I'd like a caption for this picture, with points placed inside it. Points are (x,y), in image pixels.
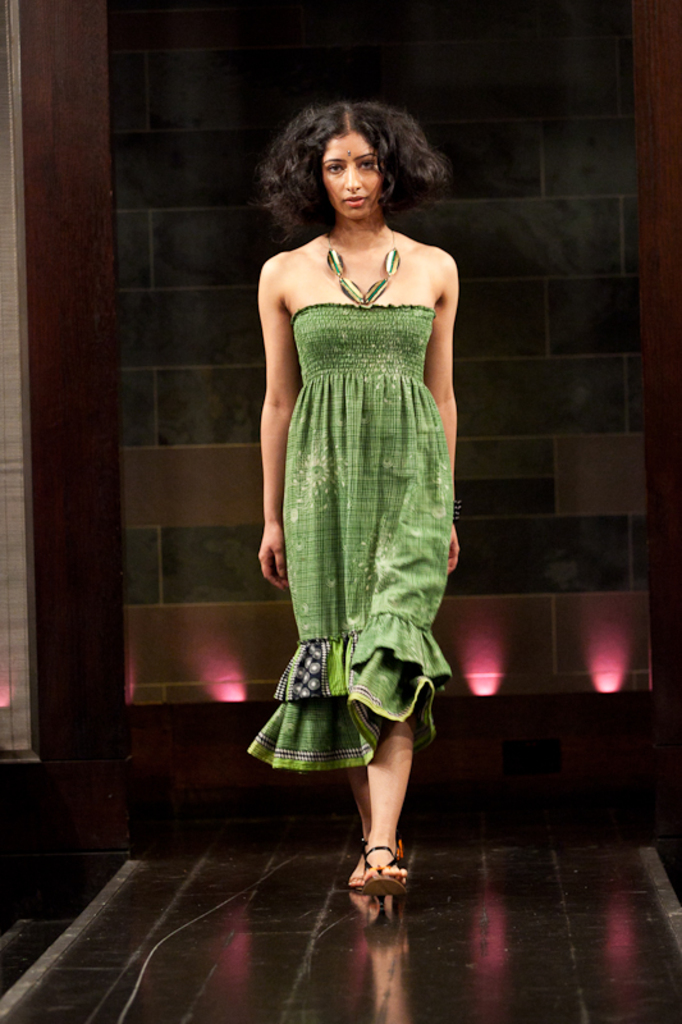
In this image we can see a lady (378,600) walking on the floor (306,877). There are few lights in the image. There is a wall (576,226) in the image.
